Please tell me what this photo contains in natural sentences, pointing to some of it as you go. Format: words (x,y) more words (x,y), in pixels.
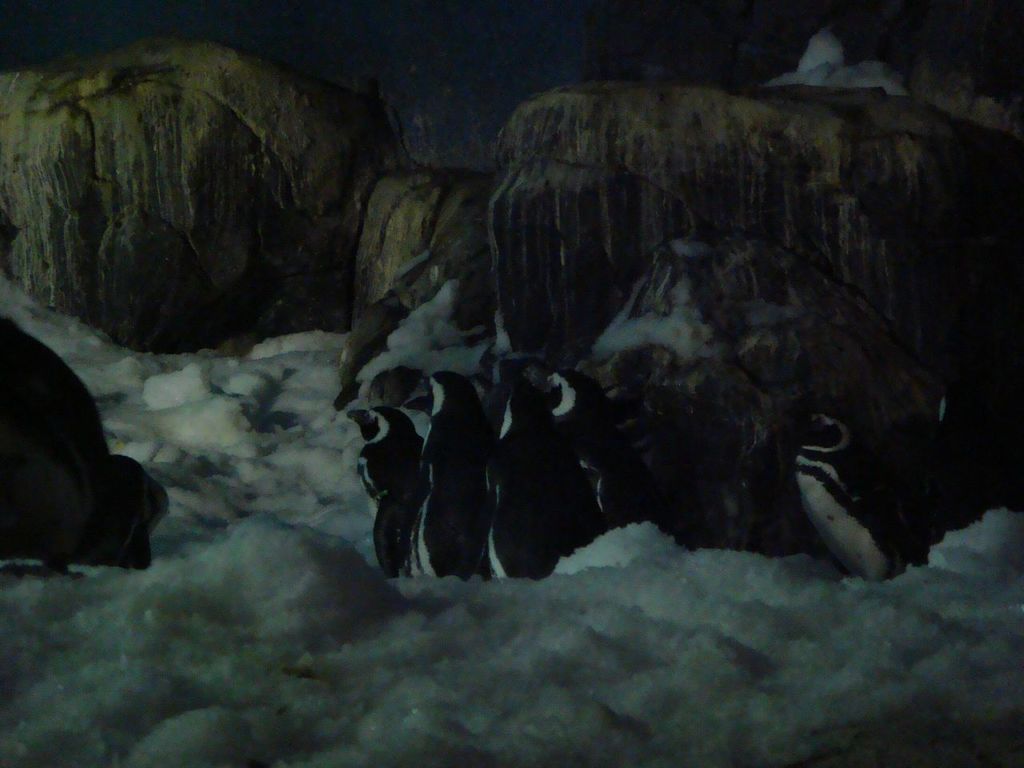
In this image, on the right side (873,452), we can see a penguin (836,504). In the middle of the image (621,458), we can see four penguins (471,569). On the left side (6,370), we can also see an animal (6,370). In the background (107,259), we can see some rocks (649,210). At the top (438,13), we can see black color, at the bottom (124,651), we can see a snow (448,719).
